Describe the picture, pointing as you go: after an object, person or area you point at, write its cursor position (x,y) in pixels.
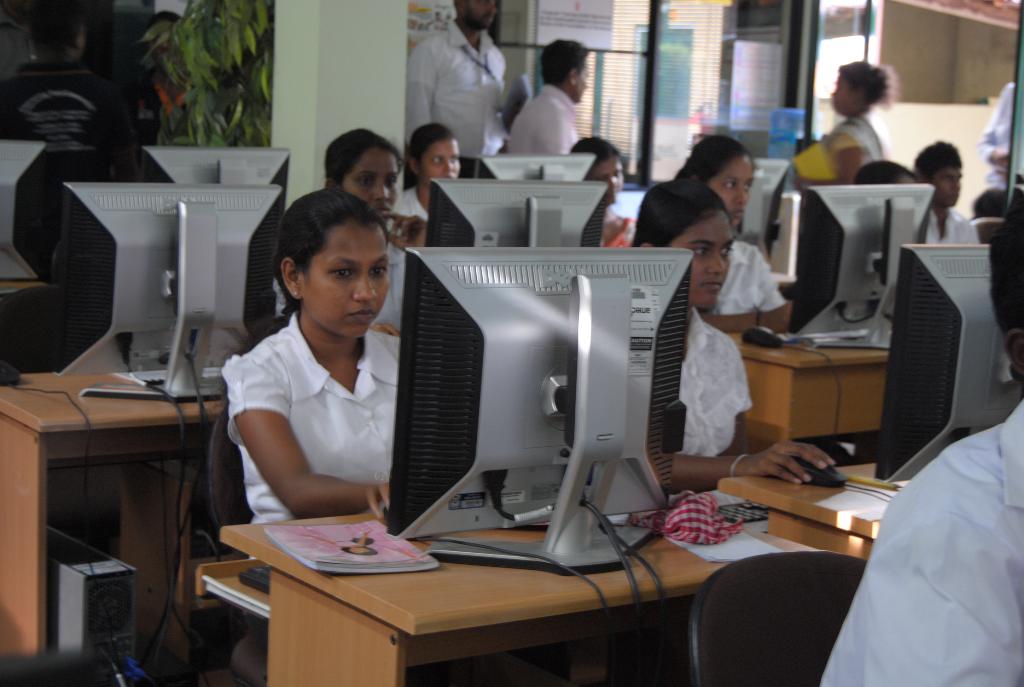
The picture is inside a classroom (253,298). There are many table (327,615) and chairs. People (270,443) are sitting on the chair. On the table (345,517) there are desktop (441,505), book (335,532). On the background (772,51) there is glass door (658,68).
